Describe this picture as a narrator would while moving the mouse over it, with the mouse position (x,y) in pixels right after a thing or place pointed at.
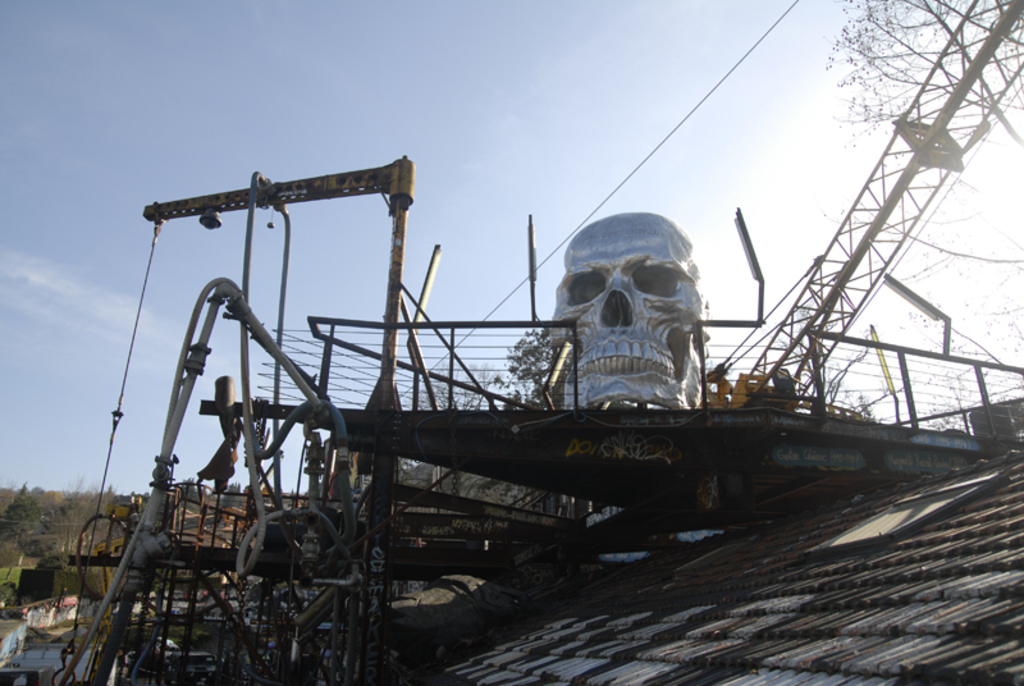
In the image there is a sculpture (620,278) of a skull (622,331) and around that there is a crane (862,238), some rods (328,343), tubes (262,501) and a roof (782,569) and in the background (528,340) there are trees (516,346).
